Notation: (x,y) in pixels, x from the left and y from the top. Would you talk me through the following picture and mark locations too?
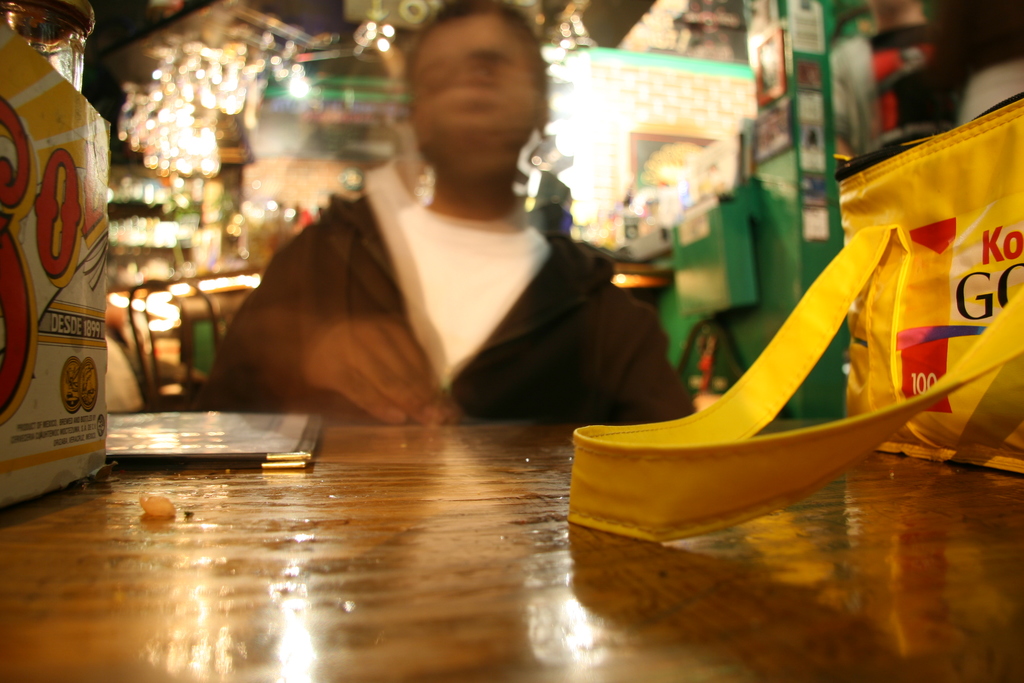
This image is taken indoors. At the bottom of the image (390,566) there is a table (360,559) with a few things (106,330) on it. In this image the background (231,211) is a little blurred. There are a few lights (184,114). There are a few boards (783,121). A person (477,310) is sitting on the chair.
